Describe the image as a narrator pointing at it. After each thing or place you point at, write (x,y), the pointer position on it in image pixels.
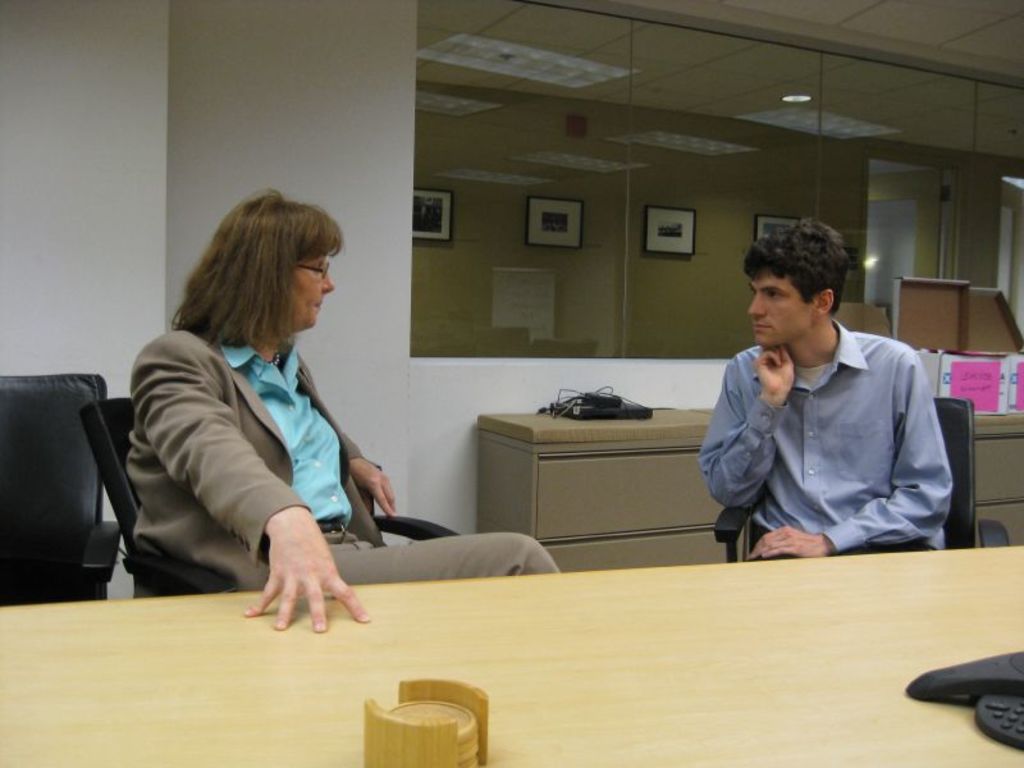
In the foreground of the picture (716,690) there is a table (528,616), on the table (378,678) there are some objects (393,743). On the right (833,435) there is a person (868,478) sitting on chair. On the left (91,456) there are chairs (122,452) and woman (357,474). In the center of the picture (632,428) there are drawers (681,443), cables (566,410) and other objects (978,342). In the background (604,206) there are frames (667,219), light (816,123), glass window (526,120) and wall (285,72).
